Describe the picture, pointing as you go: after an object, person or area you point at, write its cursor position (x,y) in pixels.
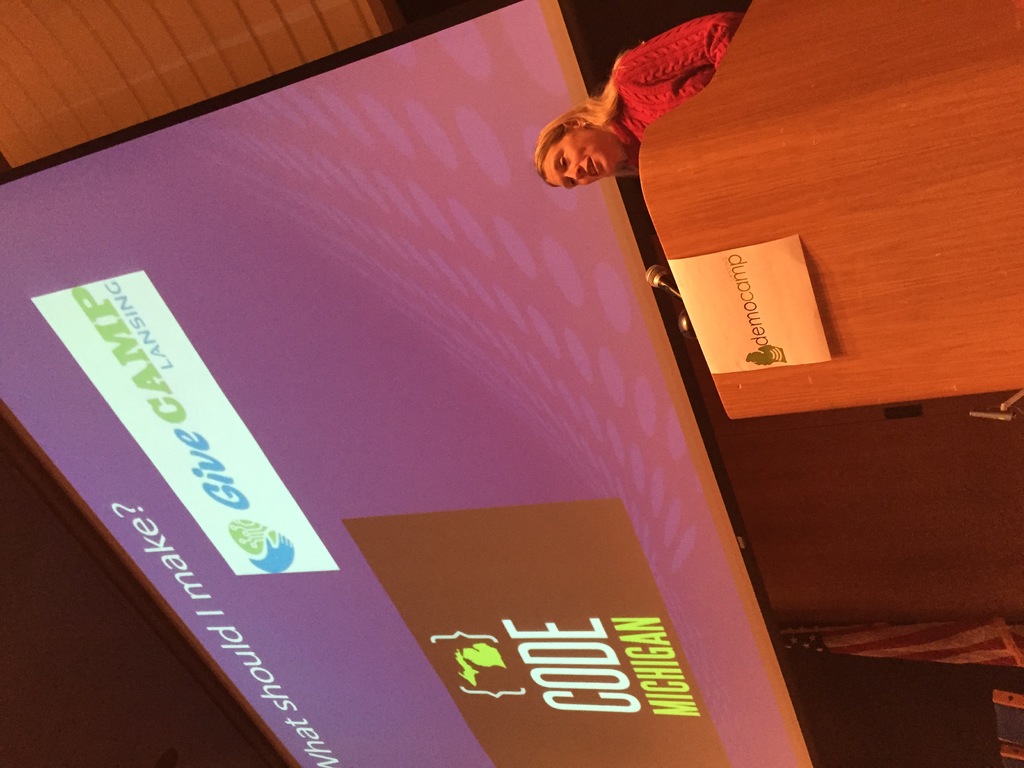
In this image we can see a woman (598,171) is standing. In front of her podium (834,202) is there. Background of the image (592,478) one big screen (374,515) and flag (877,626) is present.
